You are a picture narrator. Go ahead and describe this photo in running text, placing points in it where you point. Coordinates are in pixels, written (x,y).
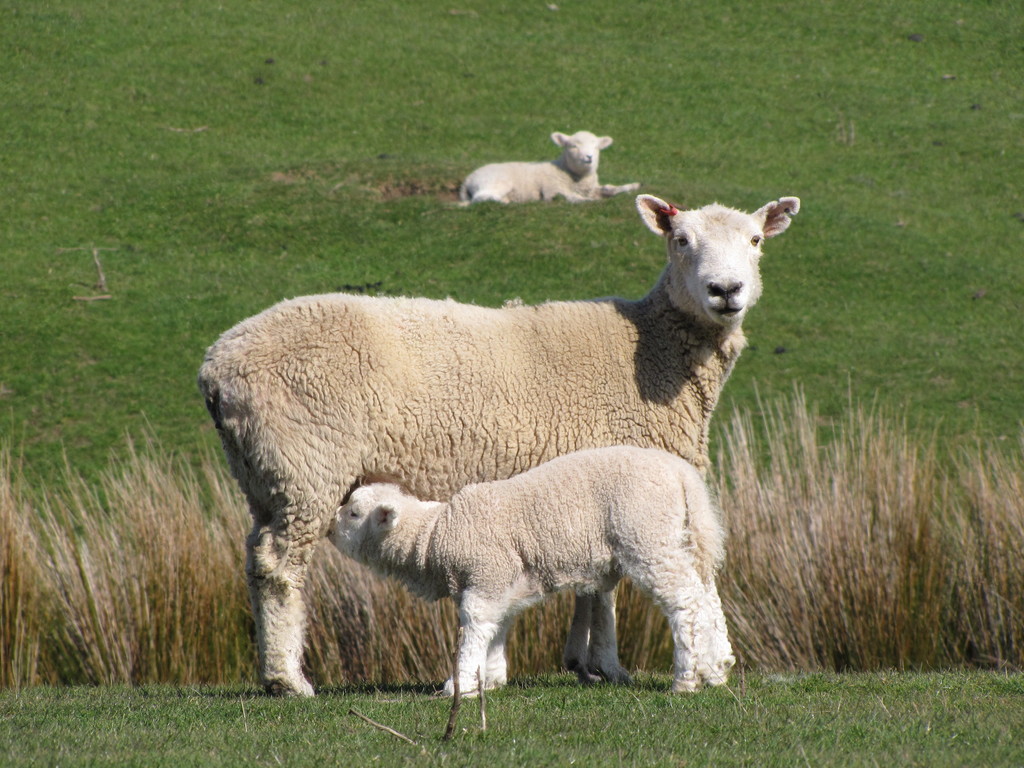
In the picture we can see a sheep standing on the grass surface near it, we can see a lamb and behind it, we can see dried grass (84,629) and in the background (526,124), we can see a grass surface (150,98) on it we can see a sheep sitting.
